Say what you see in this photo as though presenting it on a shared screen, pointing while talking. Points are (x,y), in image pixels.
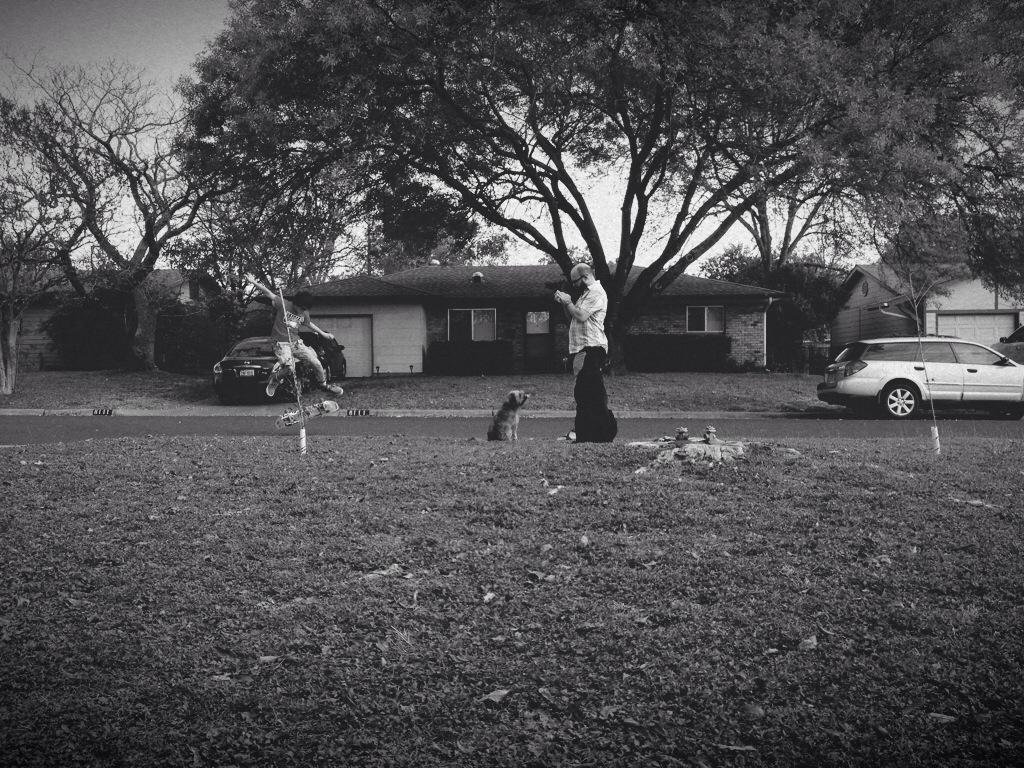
This is a black and white image. In the middle of the image (581,303) there is a man (584,332) standing and holding a camera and a dog (507,417) which is in front of him. At the back (542,432) there is a road (718,425) and I can see a car (919,371). In the background (241,373) there are some houses (956,291), trees (428,246) and a car (244,363). Here I can see a man (284,352) is jumping. At the bottom of the image (281,664) I can see the ground (424,622). On the top of the image (106,24) I can see the sky (153,38).
